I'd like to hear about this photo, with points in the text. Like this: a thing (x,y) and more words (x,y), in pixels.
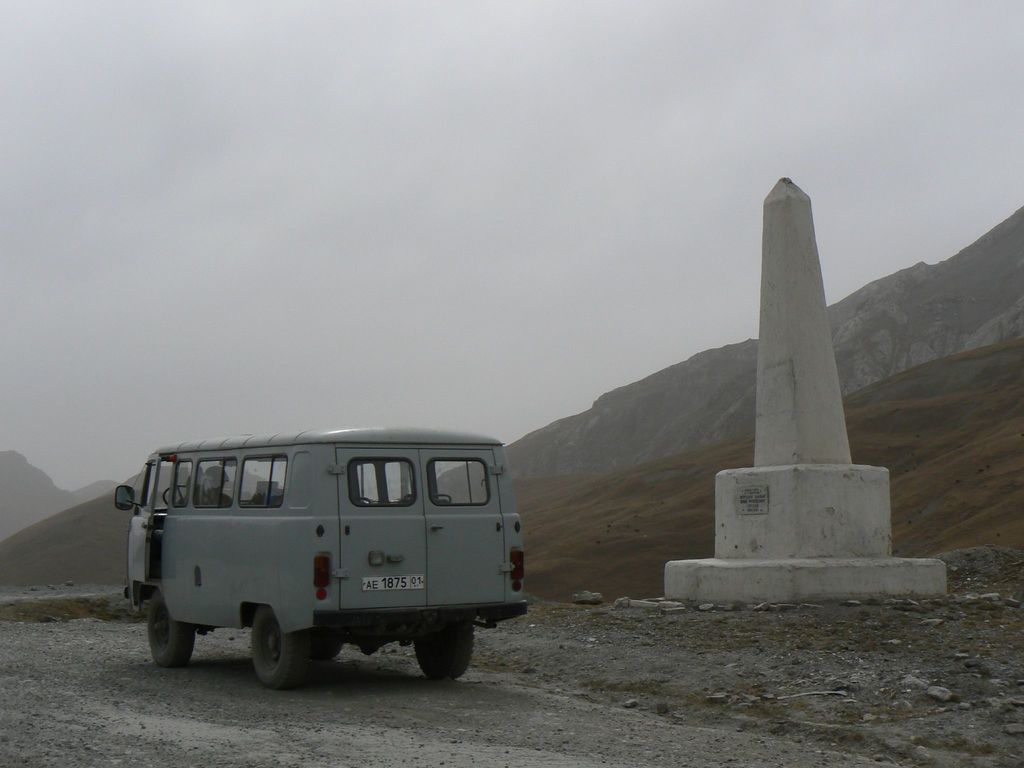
In this image there is a van (503,565) on a road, beside the van (491,558) there is pillar (791,409), in the background (635,368) there is a mountain (535,445) and the sky (328,122).
